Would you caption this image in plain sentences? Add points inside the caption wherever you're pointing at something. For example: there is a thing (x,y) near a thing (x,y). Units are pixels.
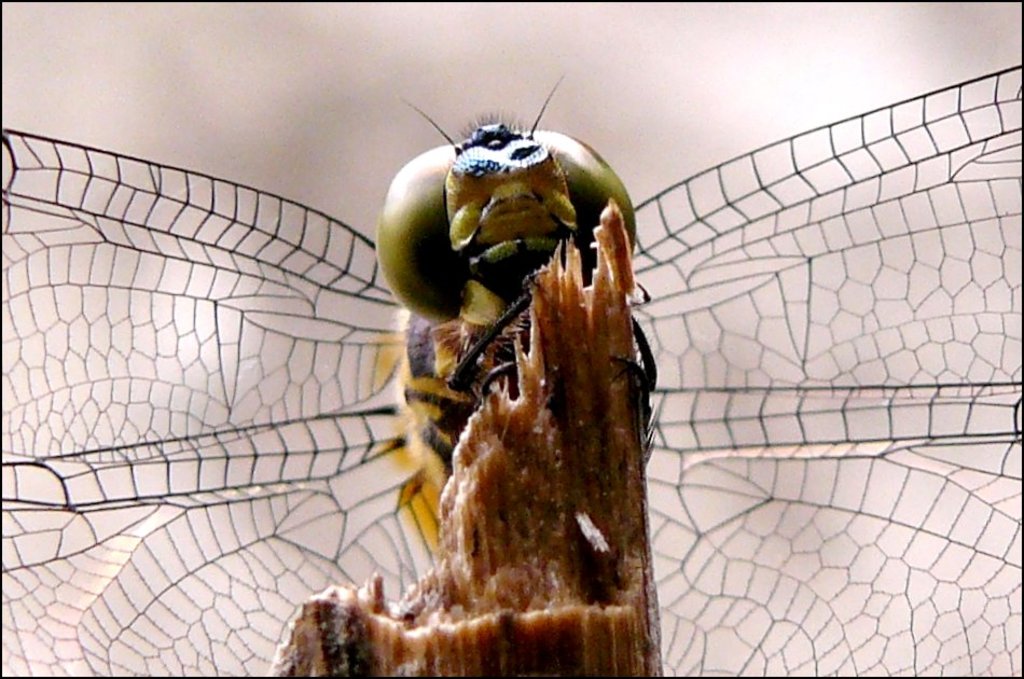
In this picture, we can see an insect (678,455) on the wooden surface (620,274) and we can see the blurred background (856,75).
